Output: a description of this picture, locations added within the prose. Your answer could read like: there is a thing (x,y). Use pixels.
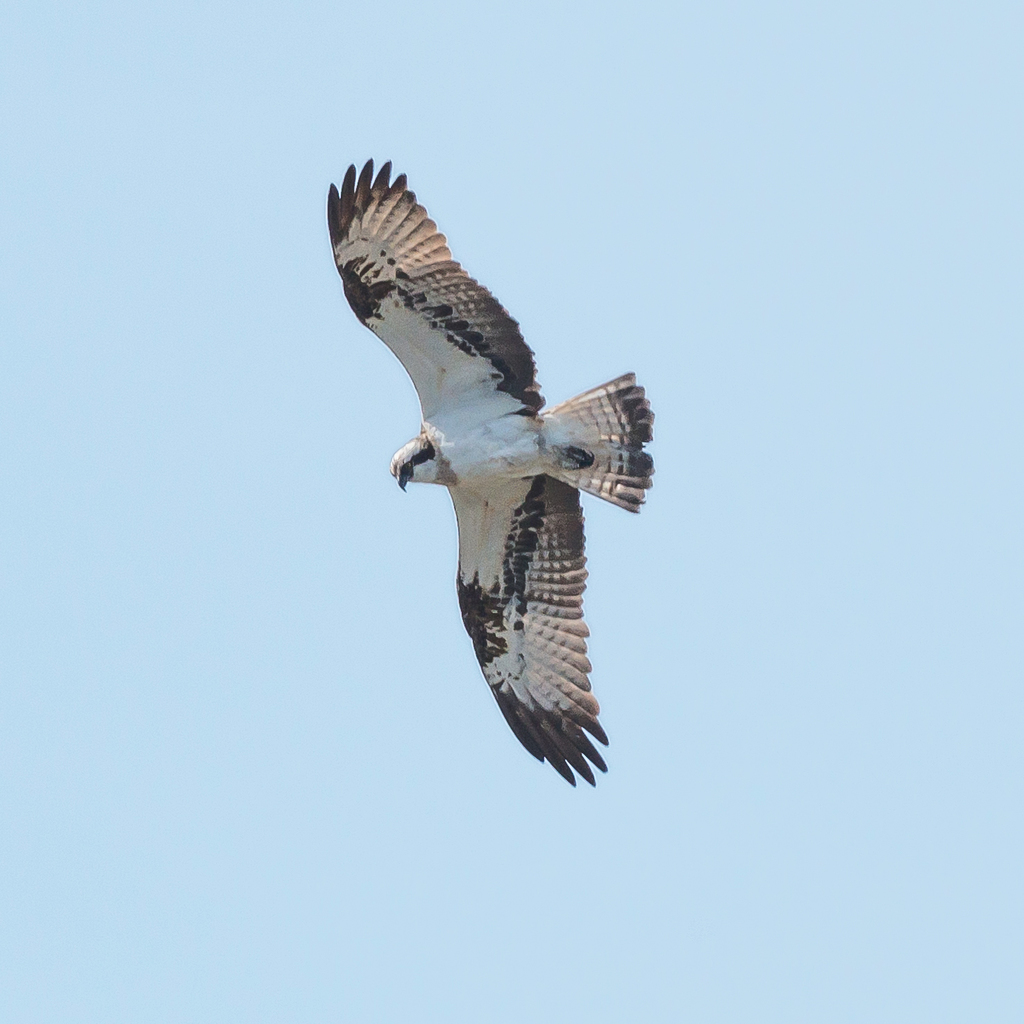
In this image, I can see a bird (549,674) flying. I think this is an eagle (474,504). The background (256,364) looks light blue in color.
